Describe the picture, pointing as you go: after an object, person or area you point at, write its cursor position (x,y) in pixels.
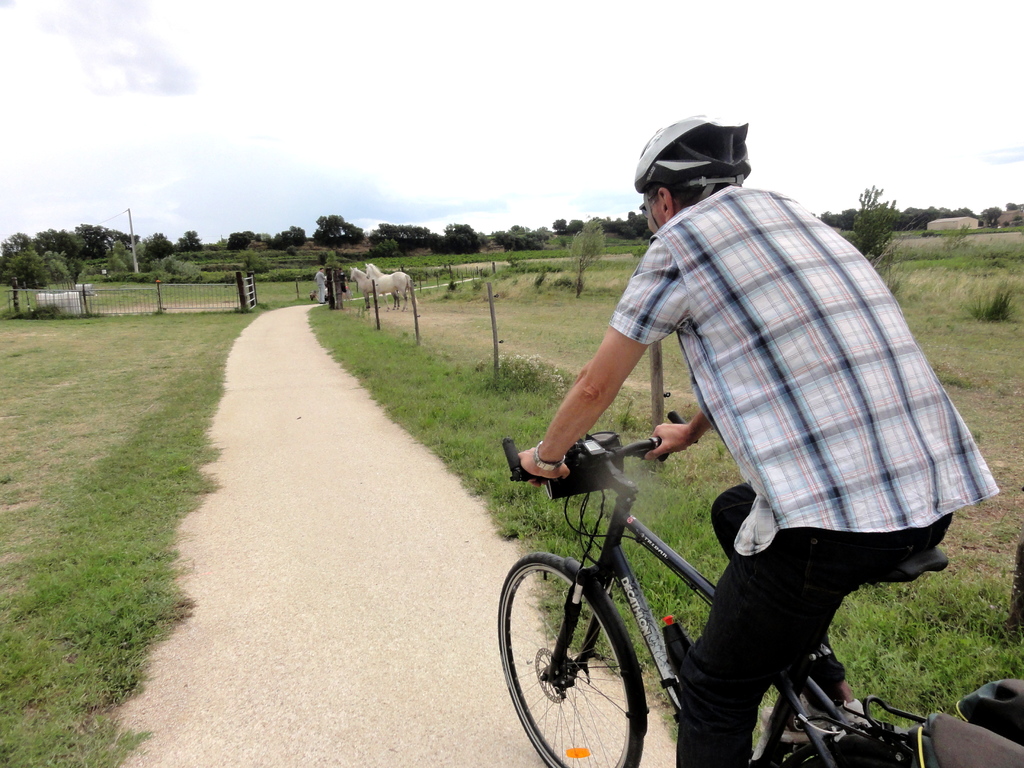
The picture is taken in the fields (47,560). In the foreground of the picture (759,433) there is a man (787,432) riding a bicycle (610,554). On the left (146,409) there are trees (164,244), fencing (139,291), plants (143,275) and grass (75,602). On the right (1004,645) there are shrubs (884,216), trees (892,226), grass (988,247) and building (970,224). In the center of the background (543,280) there are trees (441,239), fencing (338,288), plants (540,379), grass (429,370), horses (371,287) and a man (324,281). In the left of the picture (243,284) there is a gate (250,295). Sky (546,64) is cloudy.
